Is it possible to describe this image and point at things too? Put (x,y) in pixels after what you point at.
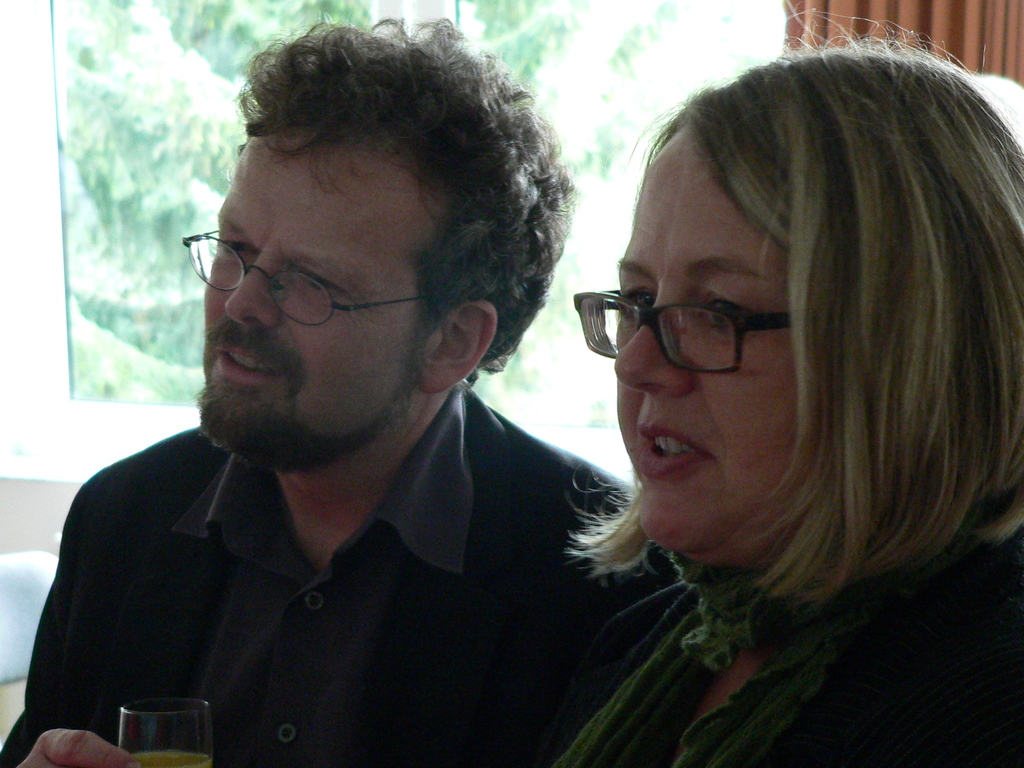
In the picture we can see a man (313,557) and a woman (912,605) sitting together and man (296,566) is holding a glass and he is with the black shirt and women (893,131) is with black dress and green color cloth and behind them, we can see a curtain (872,25) and beside it we can see a glass window (573,25) from it we can see some plants (573,25) which are not clearly visible.
